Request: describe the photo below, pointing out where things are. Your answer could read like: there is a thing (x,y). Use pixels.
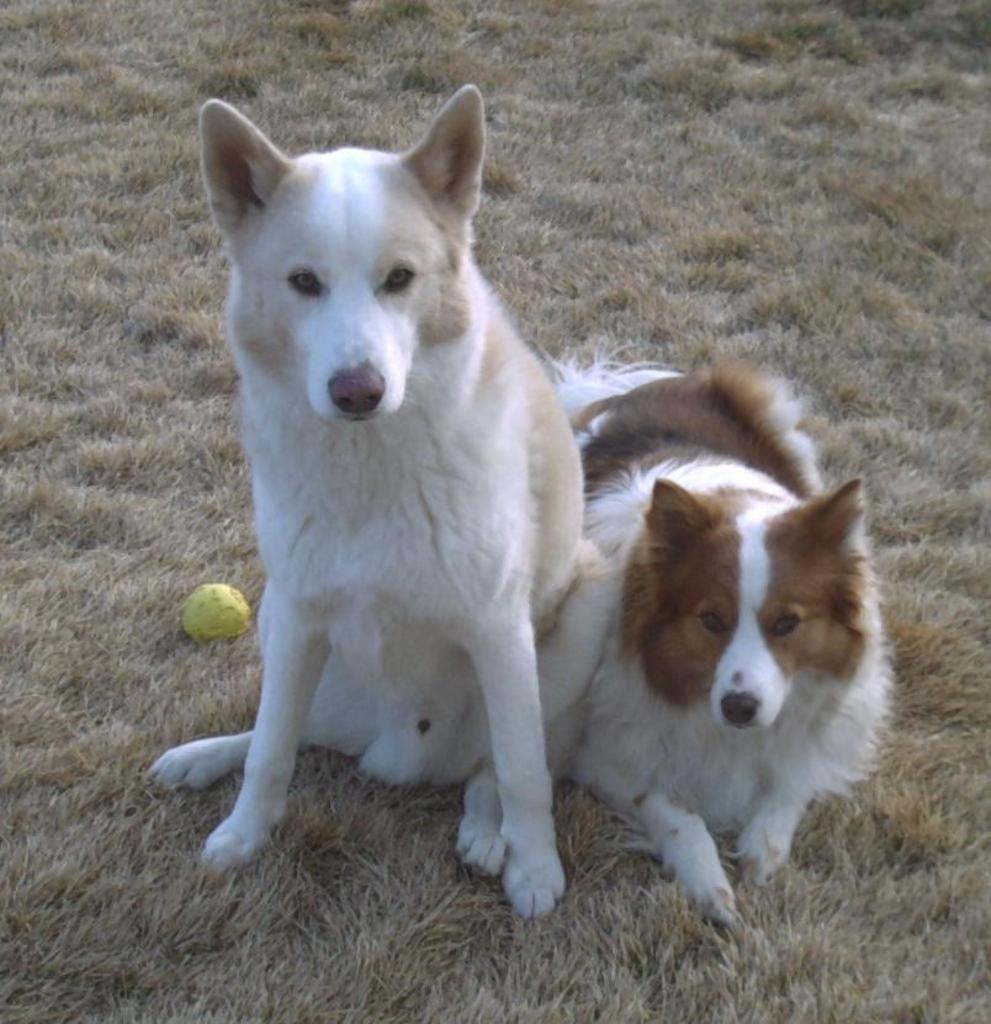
In this image there are two dogs (366,594) and a ball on the grass (613,36).
